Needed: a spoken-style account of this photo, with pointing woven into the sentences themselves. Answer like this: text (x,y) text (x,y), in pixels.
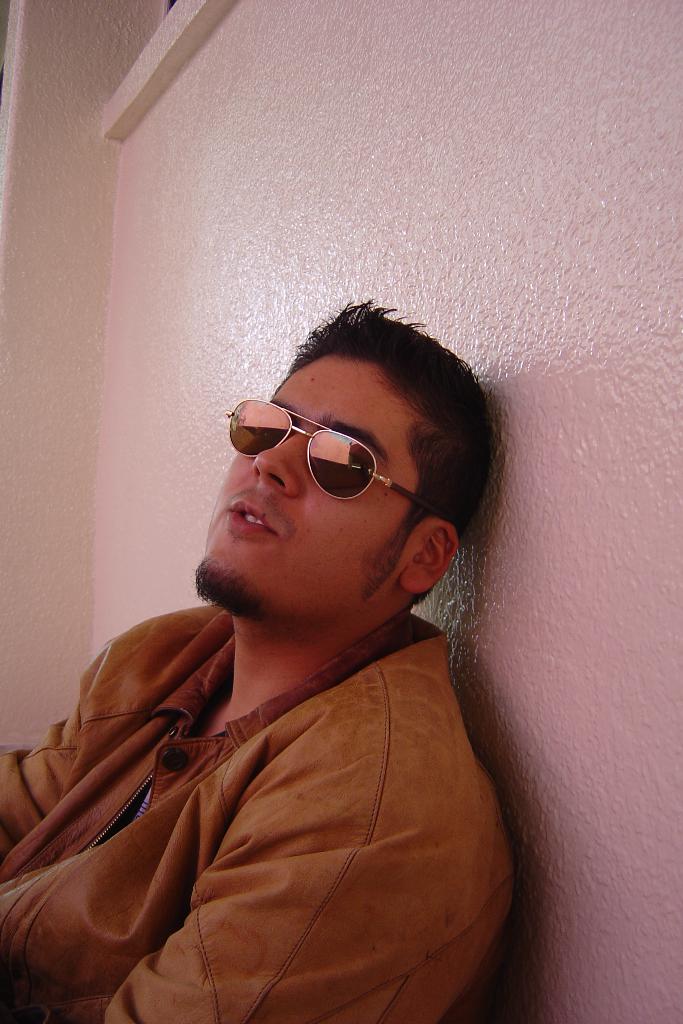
In this image we can see a man (315,832) wearing a jacket (343,810). In the background (423,190) there is a wall (131,302).
